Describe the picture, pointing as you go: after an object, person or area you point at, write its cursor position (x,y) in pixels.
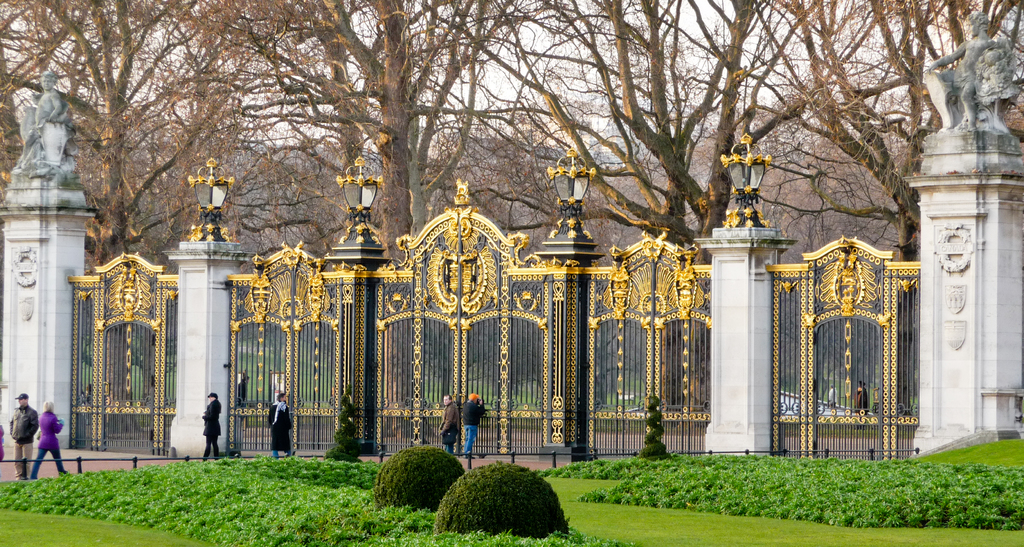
At the bottom of the image (496,516) I can see the grass (74,525) and plants (377,508). In the middle of the image (544,334) there is a Gate (322,351) along with the pillars (179,347). On the pillars (34,335) I can see the statues (965,73). In front of this gate (246,426) few people (215,437) are walking on the ground (80,453). In the background (527,139) there are many trees (226,114).
